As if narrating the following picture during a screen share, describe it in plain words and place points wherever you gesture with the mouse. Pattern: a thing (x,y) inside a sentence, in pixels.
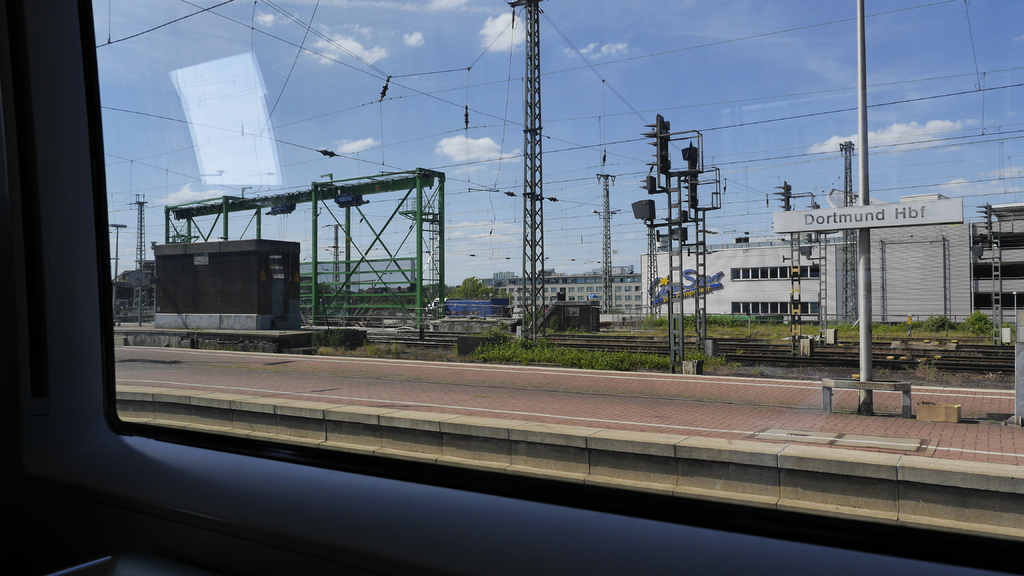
In this picture I can observe railway platform (353,357). There are some wires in the middle of the picture (515,233). In the background (590,279) there are buildings (573,282) and some clouds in the sky (519,131).
